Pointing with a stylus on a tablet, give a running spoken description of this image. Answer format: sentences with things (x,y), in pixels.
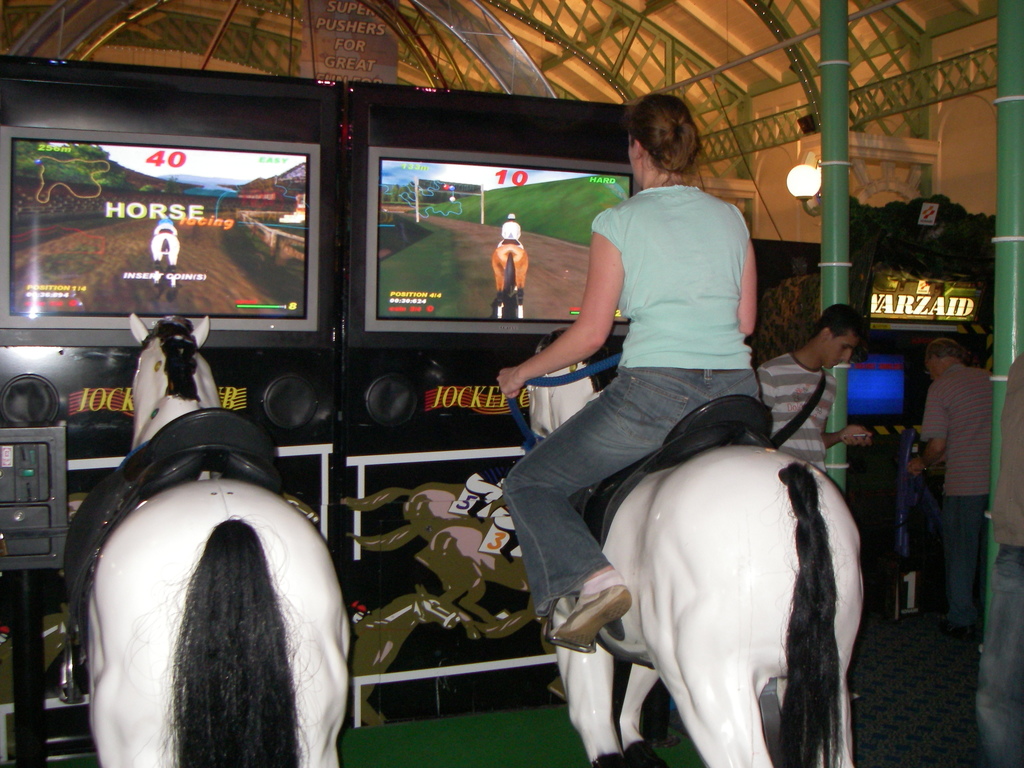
This image is taken indoors. At the bottom of the image (492,736) there is a floor (527,734). In the middle of the image (674,466) there are artificial horses (212,536) and a woman (628,244) is sitting on the horse (625,496) and playing video games (490,304). On the right side of the image (979,517) two men (968,523) are standing on the floor (947,742) and there is a board (875,296) with a text (893,298) on it. At the top of the image (469,43) there is a roof (648,85) with iron bars (701,76) and grills (588,10).
